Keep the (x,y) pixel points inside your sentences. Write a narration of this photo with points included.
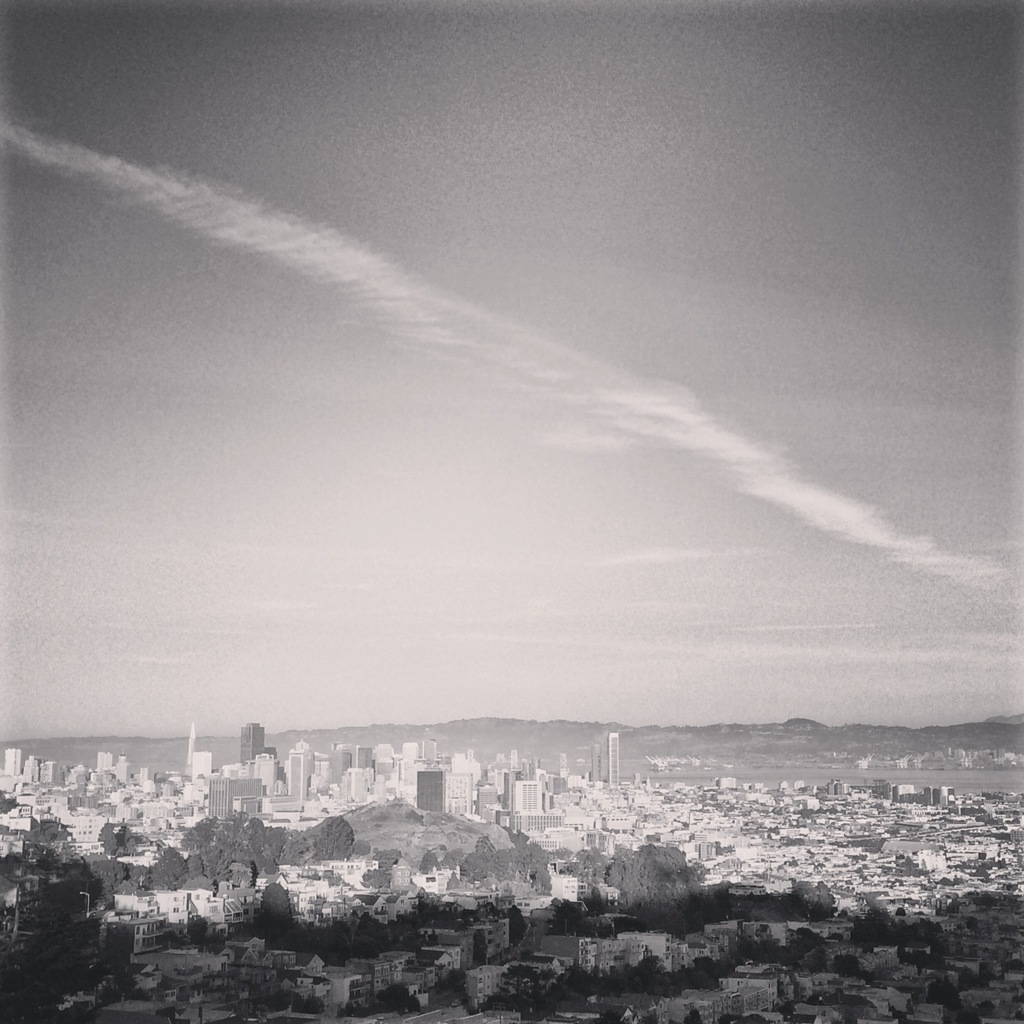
In this image we can see some buildings (842,795), trees (655,886), also we can see the sky (355,424), and the picture is taken in black and white mode.
